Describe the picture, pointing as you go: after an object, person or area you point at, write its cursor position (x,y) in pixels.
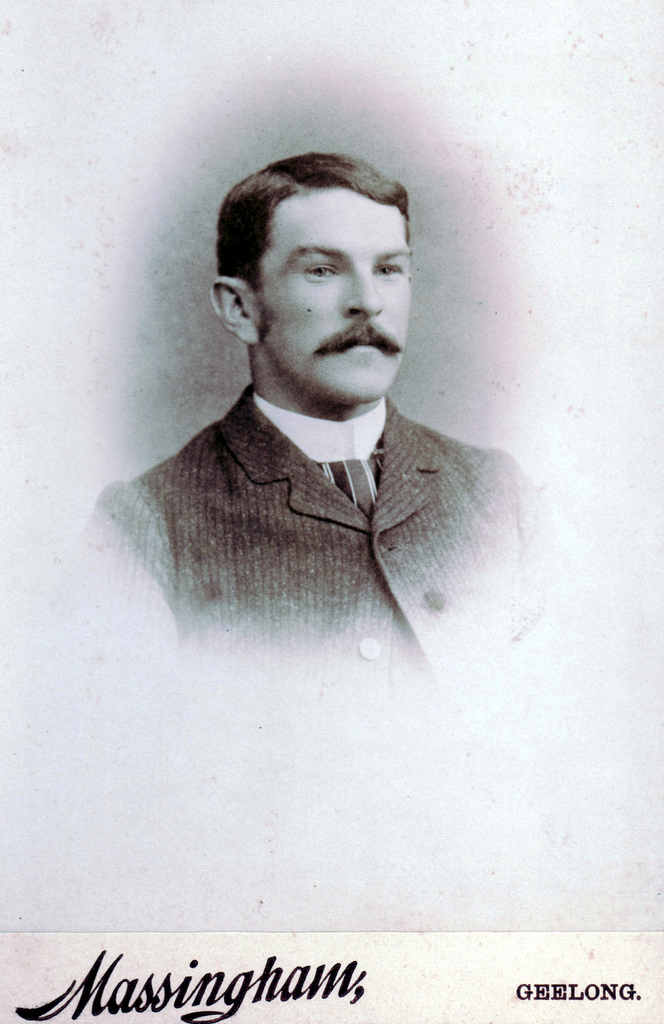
This looks like an old photo. I can see the man (281,167). These are the letters (340,976) on the image.
